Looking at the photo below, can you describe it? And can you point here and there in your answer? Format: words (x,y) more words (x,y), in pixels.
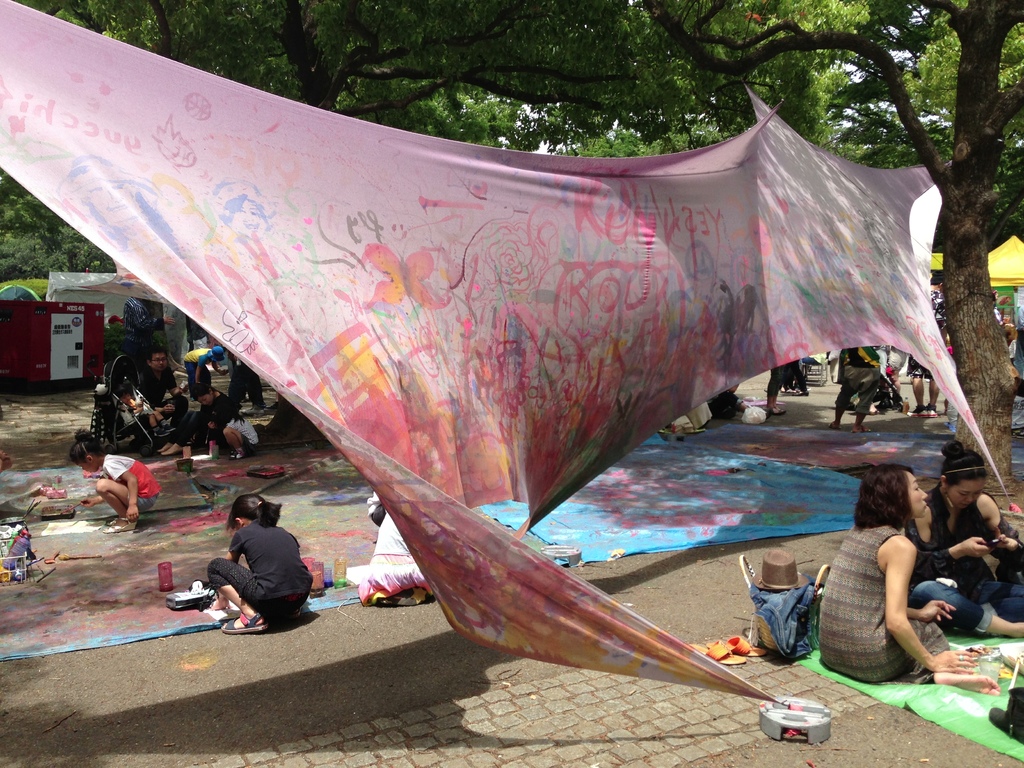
In the image we can see there are kids (268,521) sitting on the ground (210,685) and they are painting on the cloth (368,397). Behind there are women (929,640) sitting and beside them there are food items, bag (825,589) and there are lot of trees (558,121) at the back (560,148).
